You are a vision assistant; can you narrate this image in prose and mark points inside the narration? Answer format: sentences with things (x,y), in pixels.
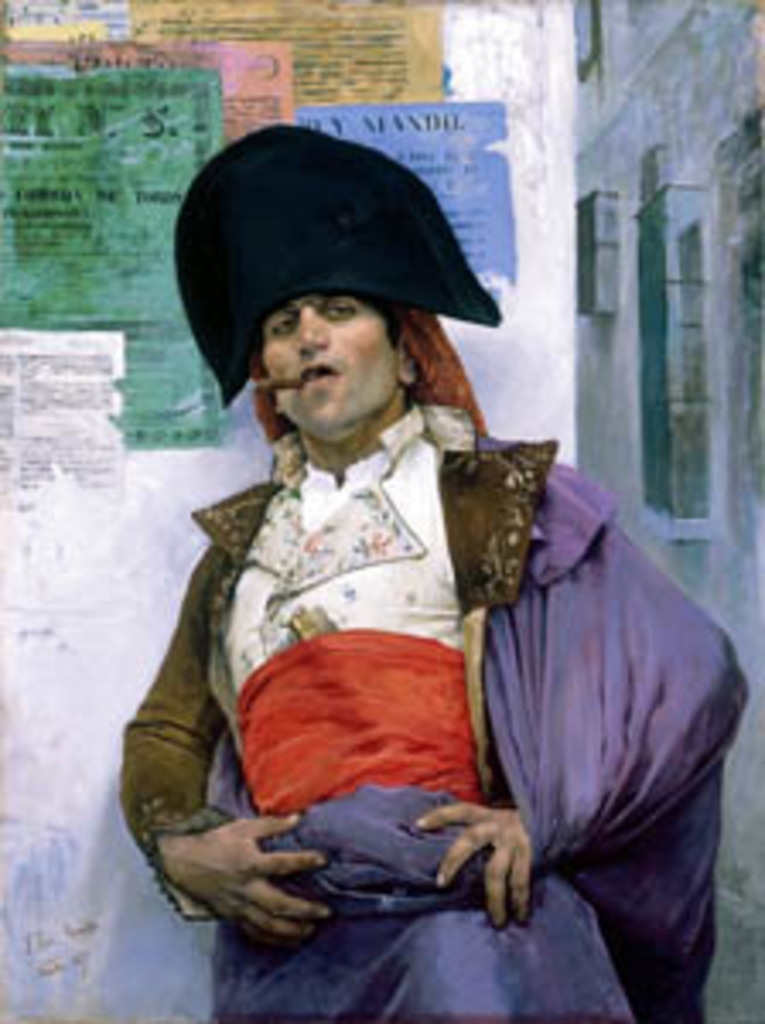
In this picture I can see a man (360,604) in front (353,955), who is wearing a costume (365,573). In the background (166,616) I see the walls (652,545) and I see few papers (342,94) on the top of this image (156,132) and I see something is written.
